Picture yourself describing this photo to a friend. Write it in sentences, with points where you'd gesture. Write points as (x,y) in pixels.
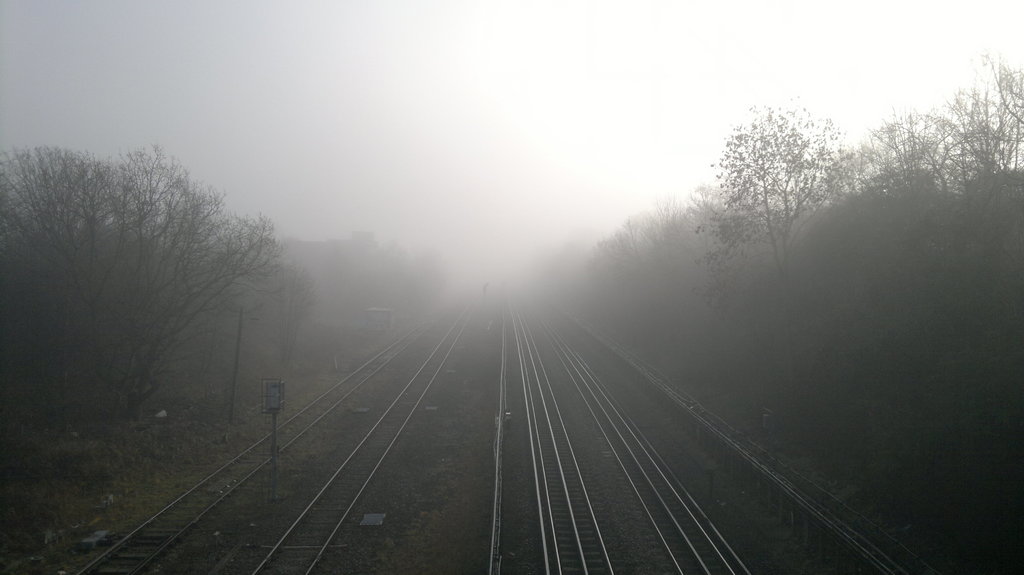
In this image I can see the track (572,456) To the side of the track (291,432) I can see many trees (145,401) and in the back (495,108) I can see the sky (534,196).
